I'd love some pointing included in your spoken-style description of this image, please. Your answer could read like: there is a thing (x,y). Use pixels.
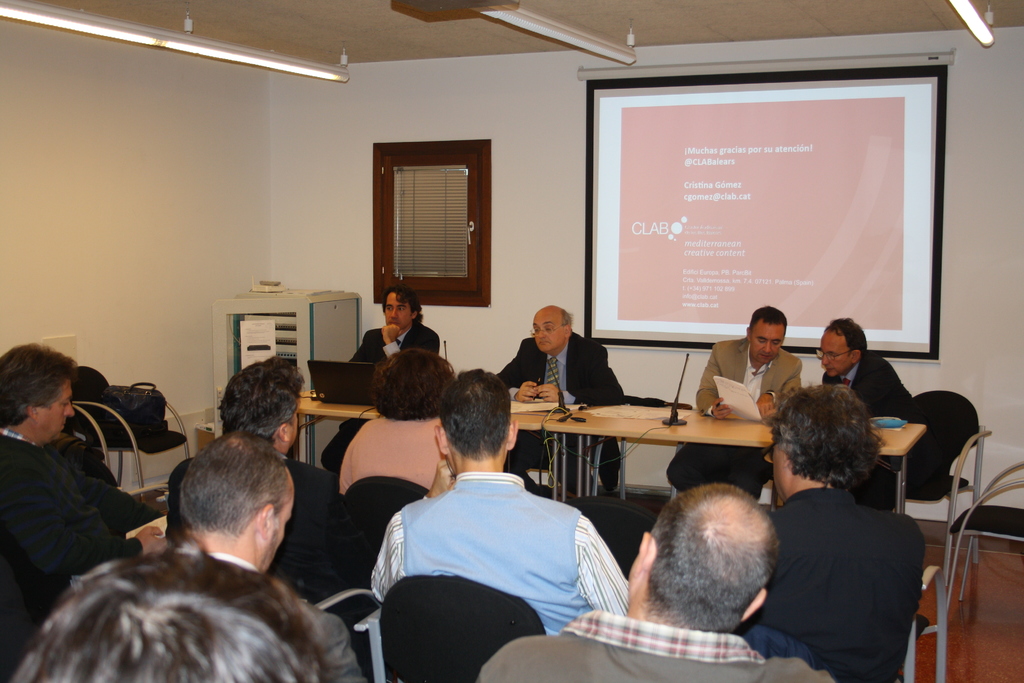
As we can see in the image there are few people (412,405) sitting on chairs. There are mics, tables (561,426) and lights (256,53). There is a wall (20,120) and screen (710,248).
